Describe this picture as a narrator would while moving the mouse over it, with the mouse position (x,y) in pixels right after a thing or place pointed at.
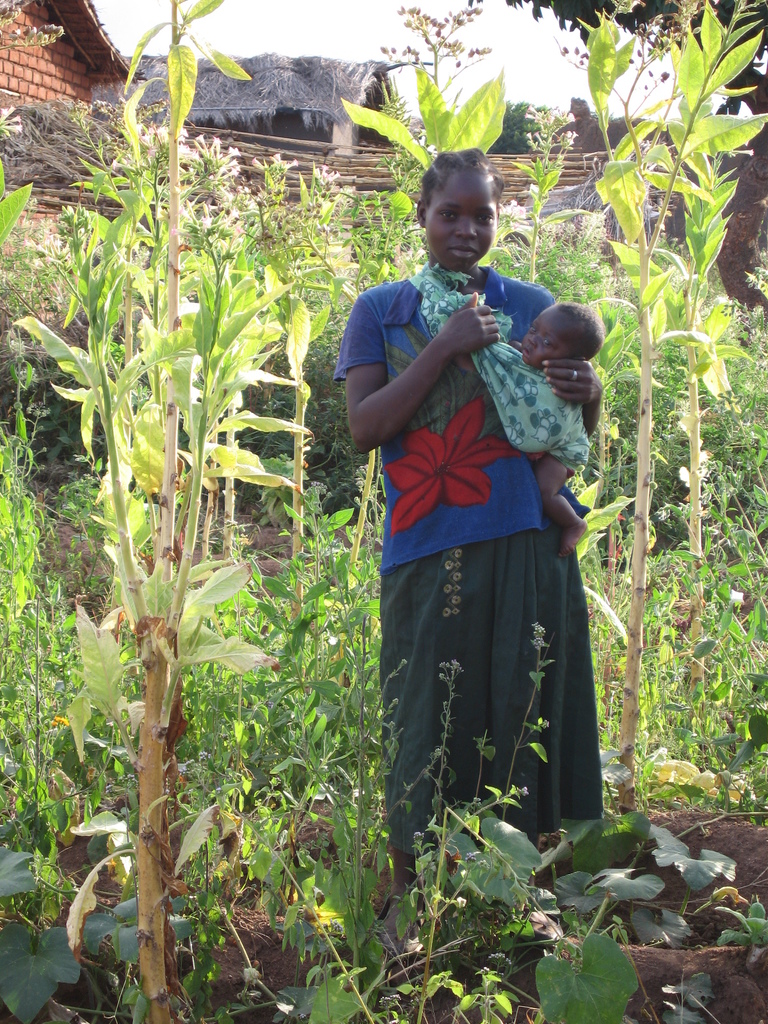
In this image there is a woman (478,430) holding a baby (582,329) and standing in the middle of the plants (45,771) and trees (753,241). In the background (312,118) there is a house (340,143) and the sky (493,65).
